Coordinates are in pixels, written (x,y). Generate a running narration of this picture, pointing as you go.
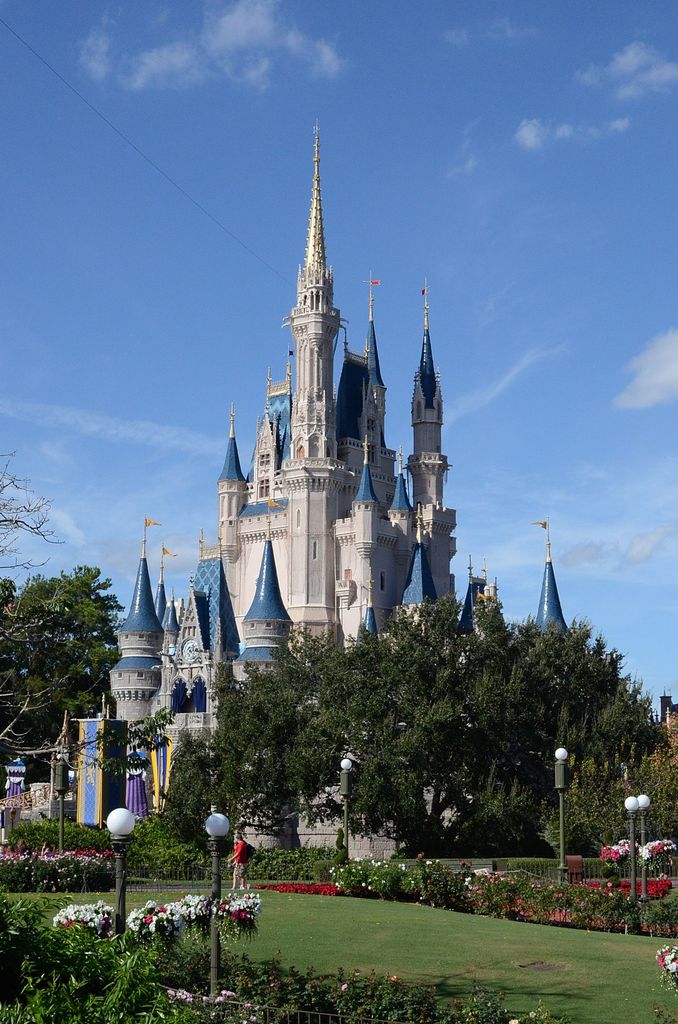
On the left side (61,868), there are plants (147,972), lights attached to the poles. In the background (269,848), there is a person (246,853) on the grass (258,893) on the ground (405,910), there are trees (526,695), a building (339,600) and there are clouds (89,410) in the blue sky (79,190).
